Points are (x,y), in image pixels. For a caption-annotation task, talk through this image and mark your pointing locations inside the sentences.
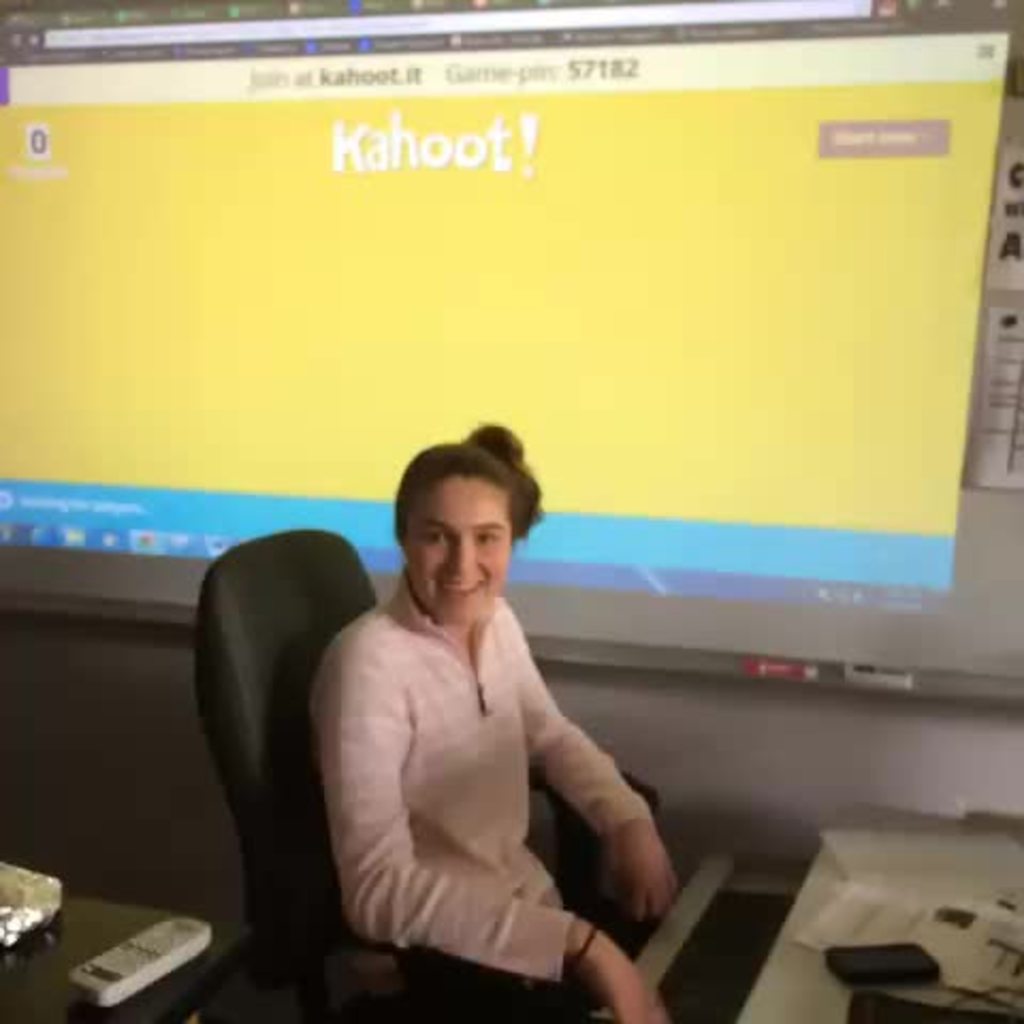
In the picture we can see a woman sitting on the chair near the desk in the office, on the desk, we can see mobile phone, some papers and in the background (20,241) we can see a wall (843,772) with a screen (698,253) and something projected in that.
